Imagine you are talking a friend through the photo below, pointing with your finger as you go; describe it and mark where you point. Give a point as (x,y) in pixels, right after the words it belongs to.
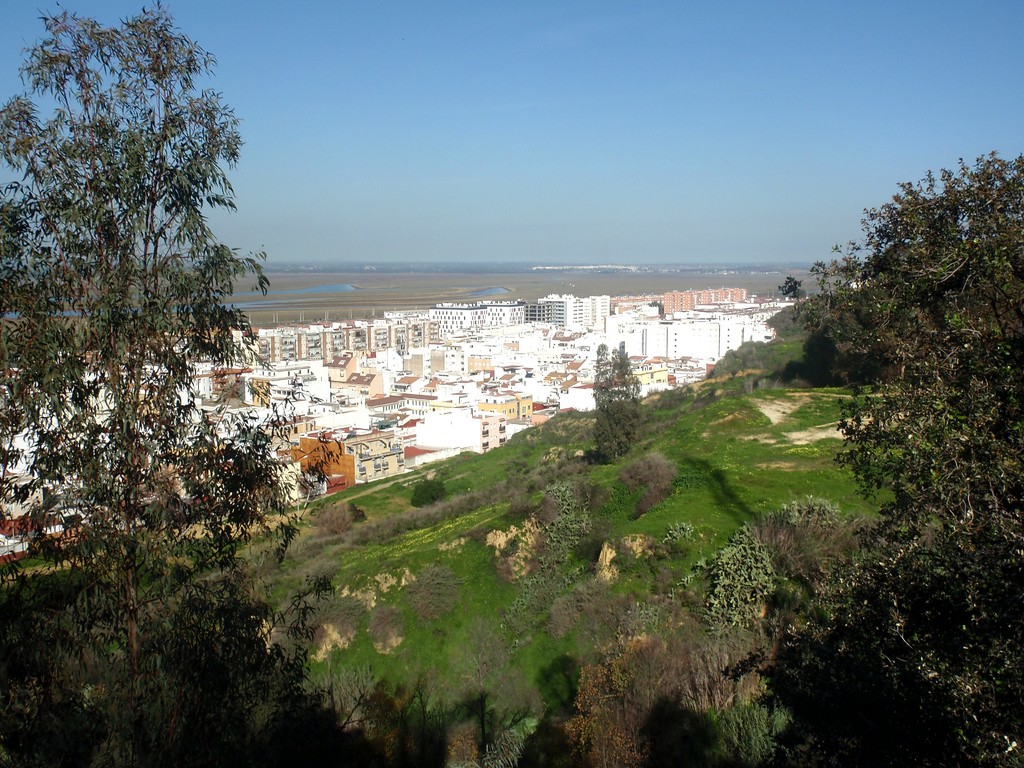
In the image I can see trees (200,483), the grass (711,519) and buildings (439,434). In the background (303,181) I can see the sky (466,211).
